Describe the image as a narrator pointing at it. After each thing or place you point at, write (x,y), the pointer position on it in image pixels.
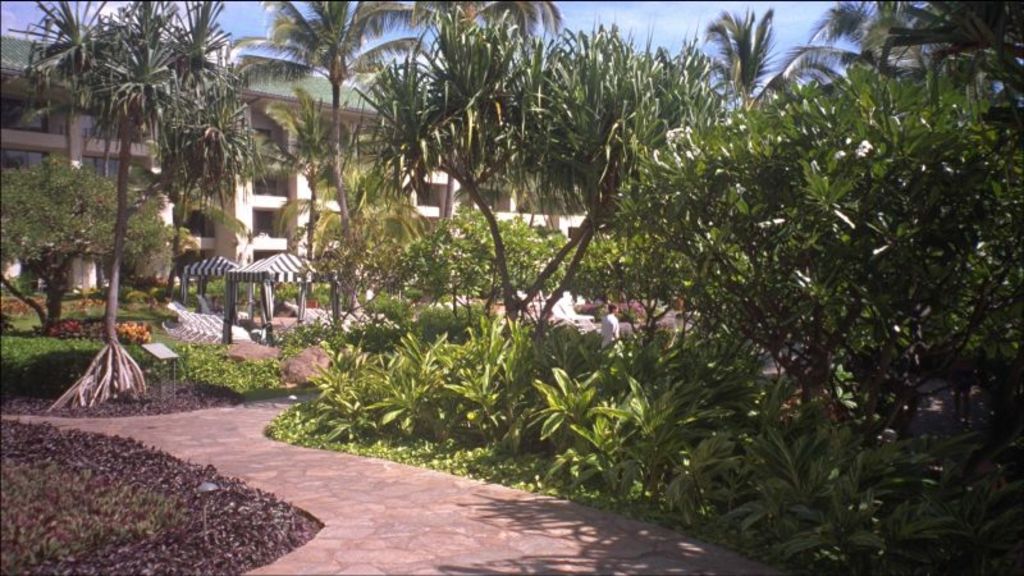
In this image I can see a path (206,451) in the centre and on the both sides of the path (248,408) I can see number of trees (447,224), number of plants (418,440) and grass (152,529). In the background (50,144) I can see a building (54,118), clouds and the sky (384,39). In the centre of the image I can see few open tent sheds (220,264), number of chairs (581,315) and one person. I can also see few shadows (651,540) on the ground (304,450).
